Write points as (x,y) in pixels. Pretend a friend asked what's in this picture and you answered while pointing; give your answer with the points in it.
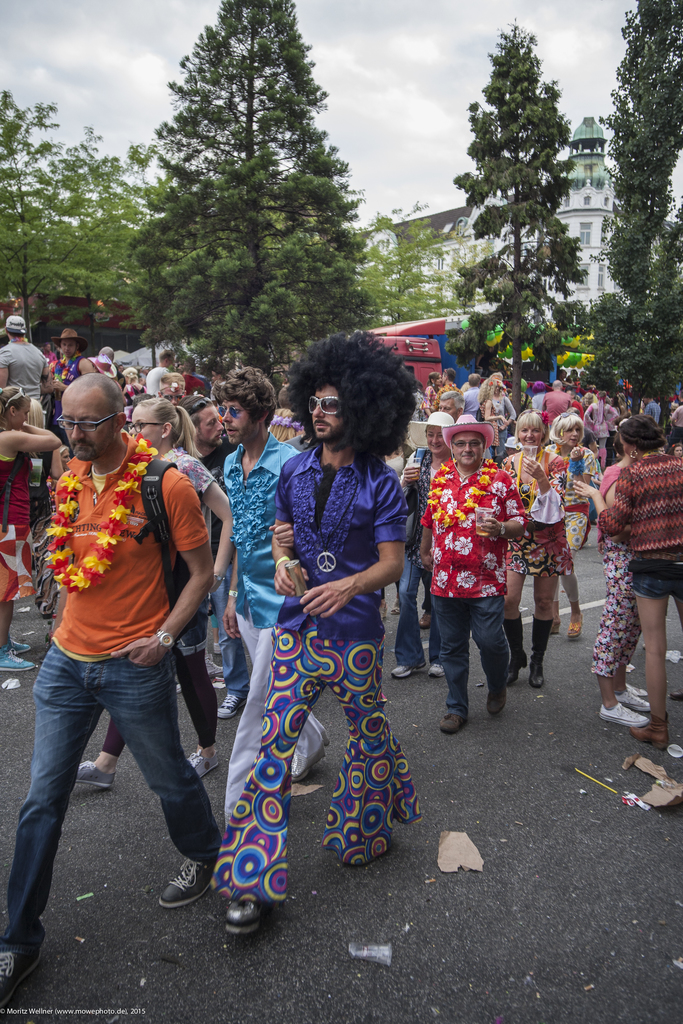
In this picture we can see some people (189,628) are on the road (305,831), among them few people (394,522) are holding objects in hand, behind we can see some buildings (603,186), trees (643,96).
